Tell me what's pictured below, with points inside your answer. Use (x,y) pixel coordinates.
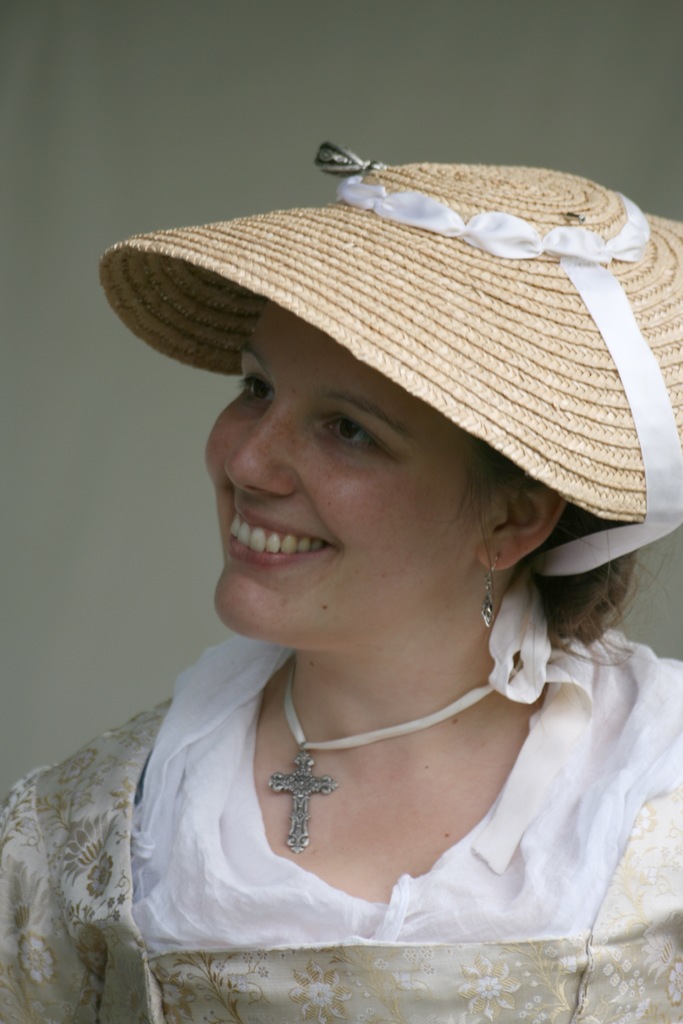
In the image there is a woman (391,749) she is a wearing white dress (624,806) and a cream hat (332,206), there a cross locket chain (387,730) in her neck (342,652) and she is smiling and looking towards something.
